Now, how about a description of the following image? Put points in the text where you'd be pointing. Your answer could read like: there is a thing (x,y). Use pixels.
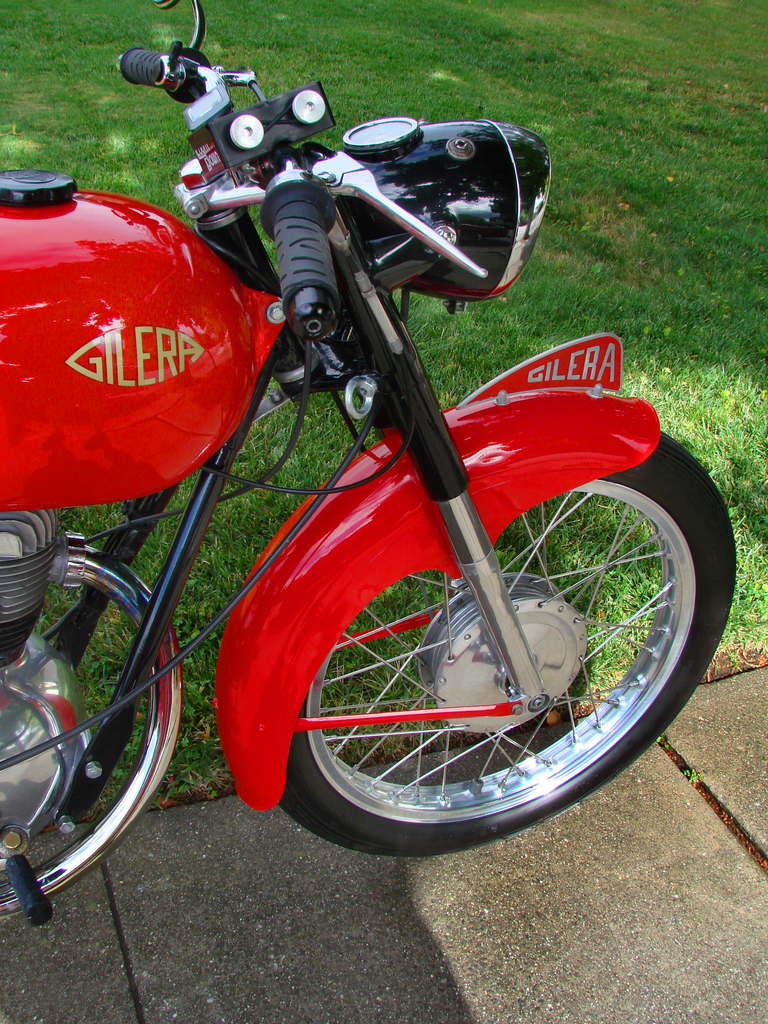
In this picture we can see a bike (502,635) on the ground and in the background (430,573) we can see grass (214,551).
